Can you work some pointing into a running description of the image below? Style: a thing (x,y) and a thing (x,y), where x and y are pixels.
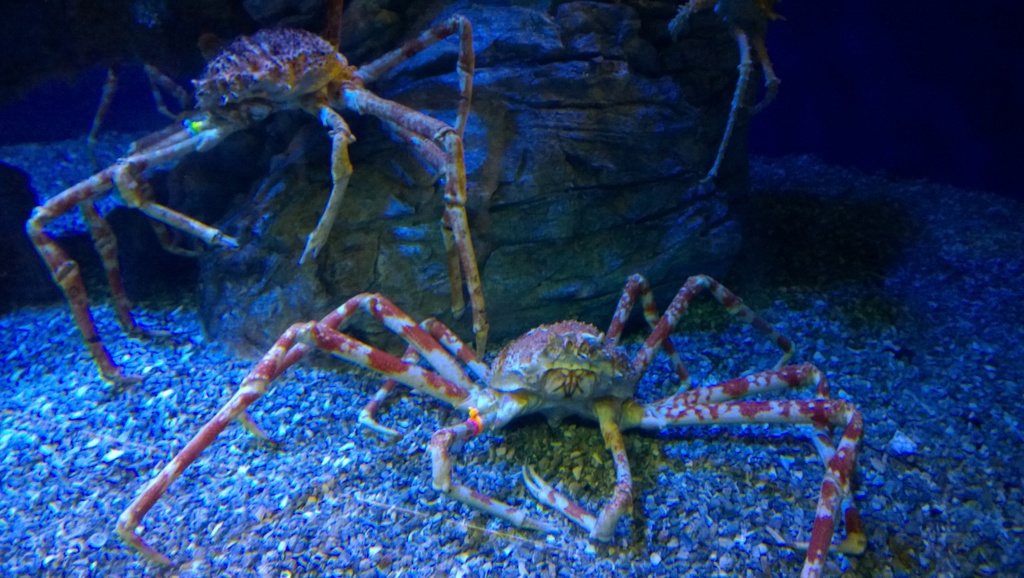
In this image there are crabs (226,112) and there are stones (354,398) on the ground (854,491).
